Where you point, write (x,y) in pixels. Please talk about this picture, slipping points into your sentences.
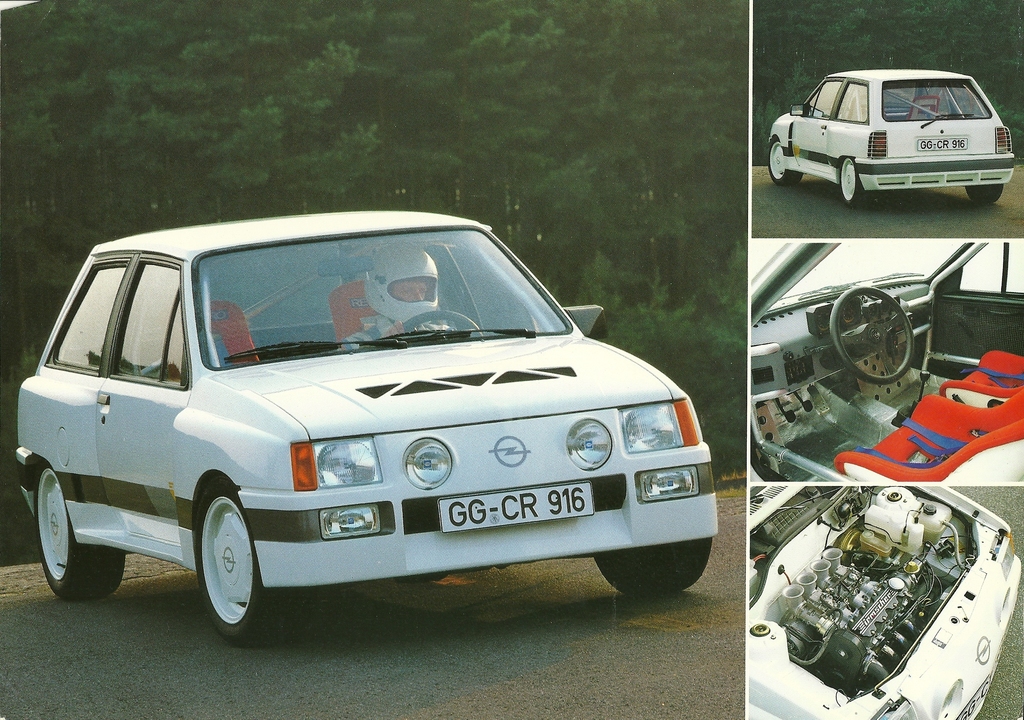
This is a collage picture. We can see a person (397,300) is sitting in a car (311,349) and the car (301,345) is on the road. Behind the car (318,284) there are trees (337,161). In one image, we can see the inside view of a car (860,389). In the other image, we can see the engine (865,602) of a car (898,592).
